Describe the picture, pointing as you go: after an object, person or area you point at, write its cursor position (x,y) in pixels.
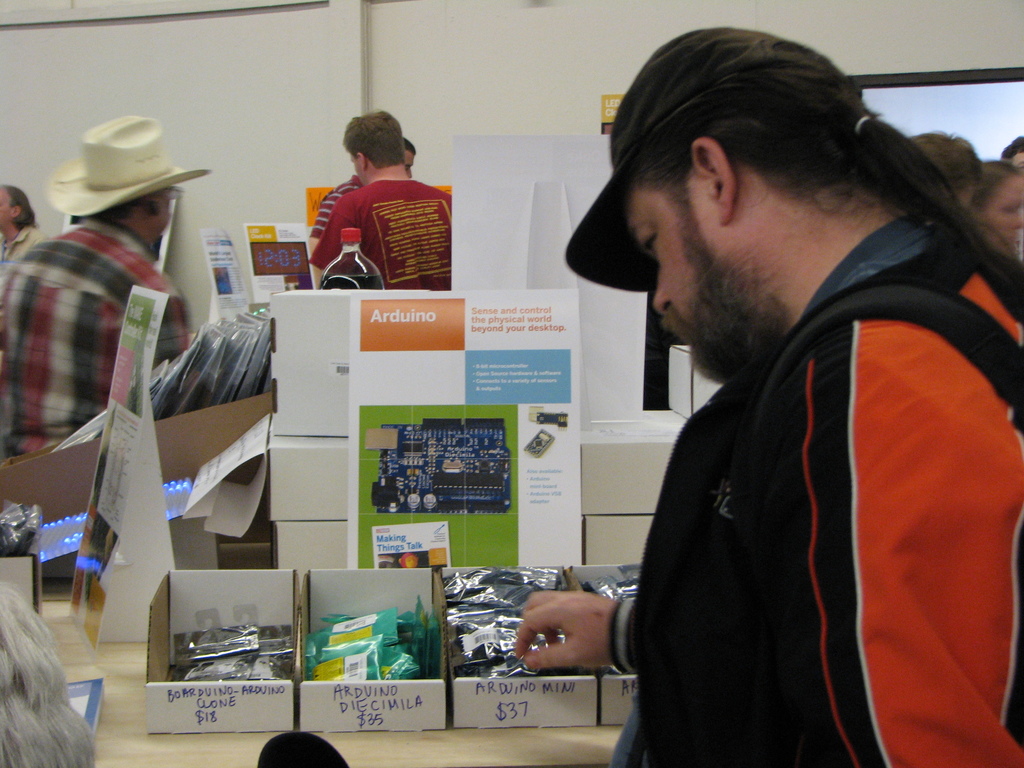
there are some people (350,223) standing in this picture in front of a table (131,715) on which some items (366,678) were placed on it. In the background (285,76) there is a wall (262,76).
